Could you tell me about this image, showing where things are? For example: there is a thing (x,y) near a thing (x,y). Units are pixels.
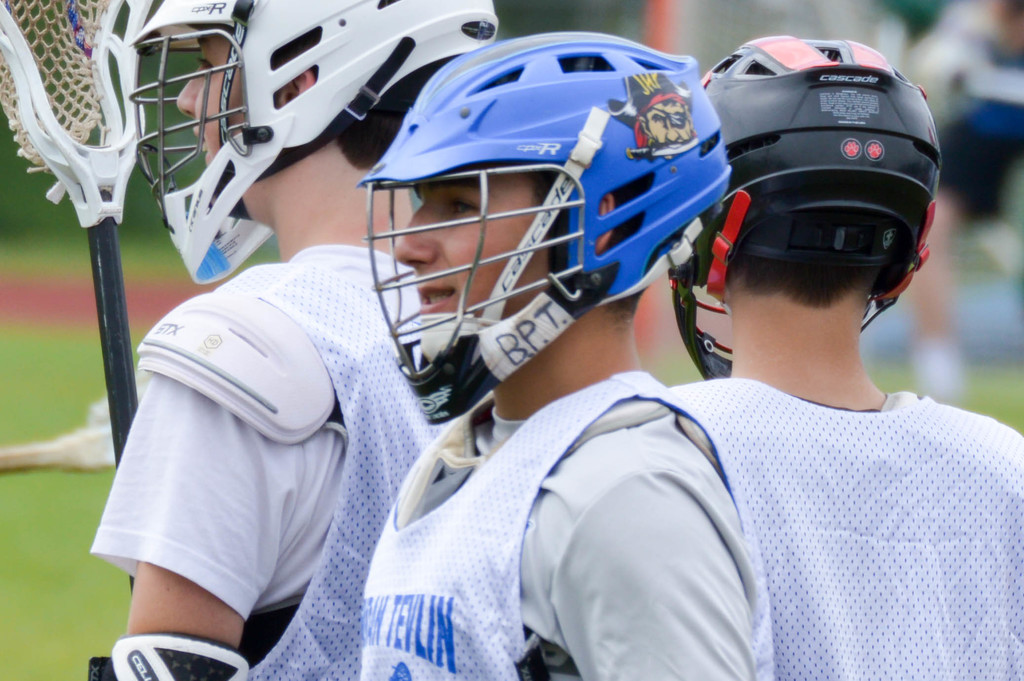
There are three players (542,549) in white color jackets (801,561) and wearing helmets (389,86). And the background (22,542) is blurred.
